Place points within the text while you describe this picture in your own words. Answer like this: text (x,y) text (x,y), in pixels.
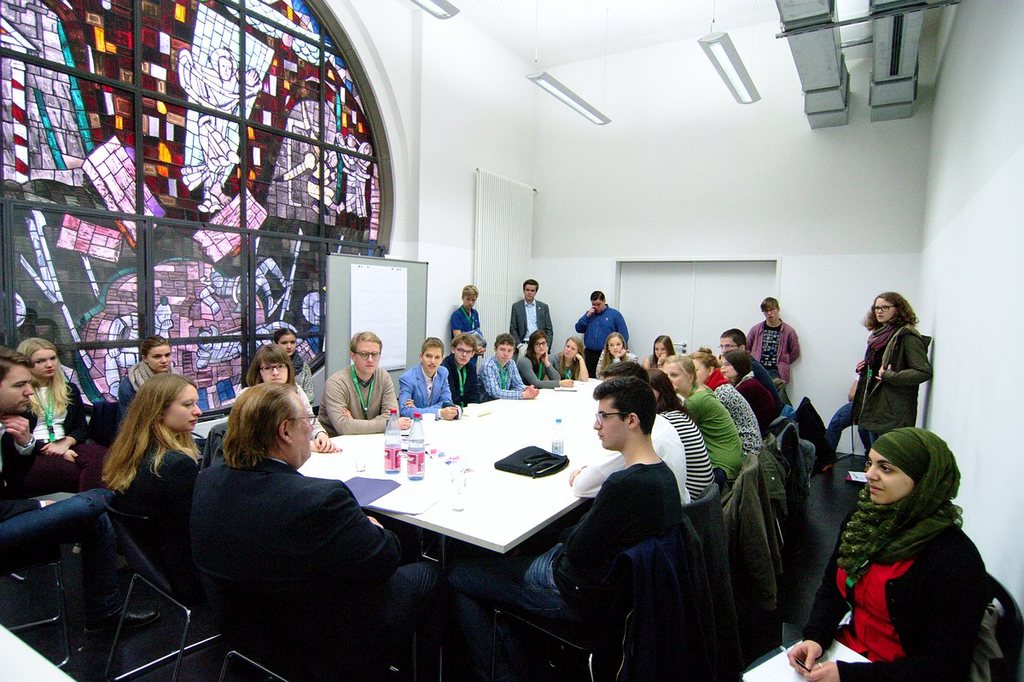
Here in this picture we can see a group of people (440,399) sitting on chairs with table (482,489) in the middle of them and on that table (447,428) we can see some bottles (418,444) present and we can also see some people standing and listening and this is probably a conference meeting going on and we can also see a board (412,347), on which we can see a poster (398,311) present and we can see lights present on the roof (558,5) and we can also see a different kind of glass window (212,181) present.
